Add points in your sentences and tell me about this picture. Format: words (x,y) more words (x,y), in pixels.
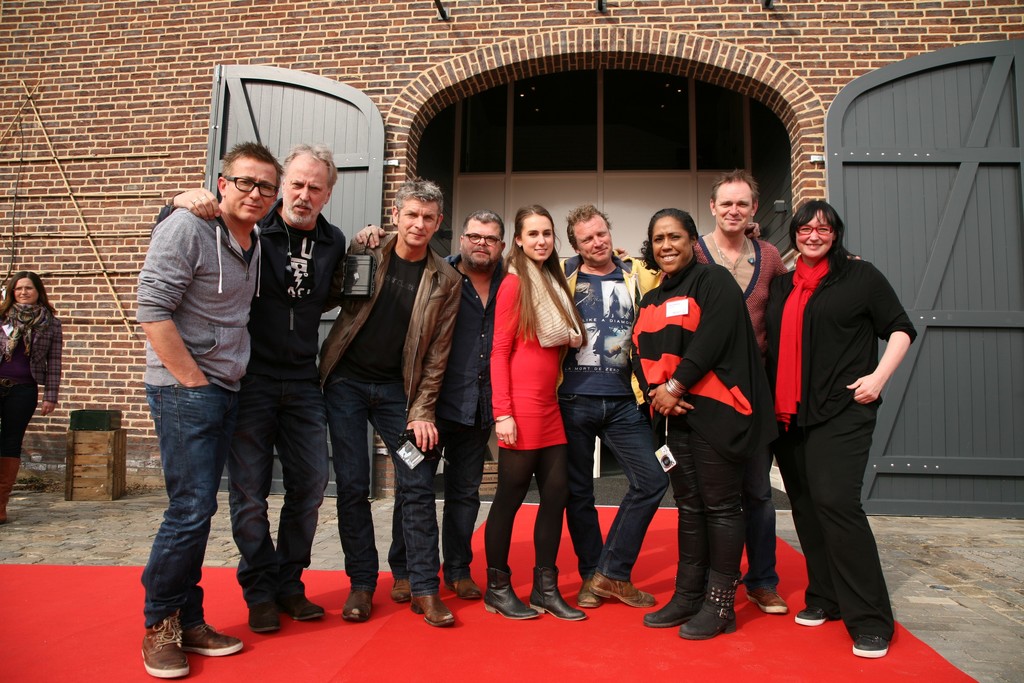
In this image we can see some men (490,362) and three women (683,358) standing on the carpet (505,625). In the background (600,33) we can see the entrance (763,213) of a building (189,87) which is constructed with the bricks (492,55). We can also see the doors (915,147). On the left (61,341), there is a woman (34,313) standing on the ground (65,518). We can also see some wooden box (112,473).
